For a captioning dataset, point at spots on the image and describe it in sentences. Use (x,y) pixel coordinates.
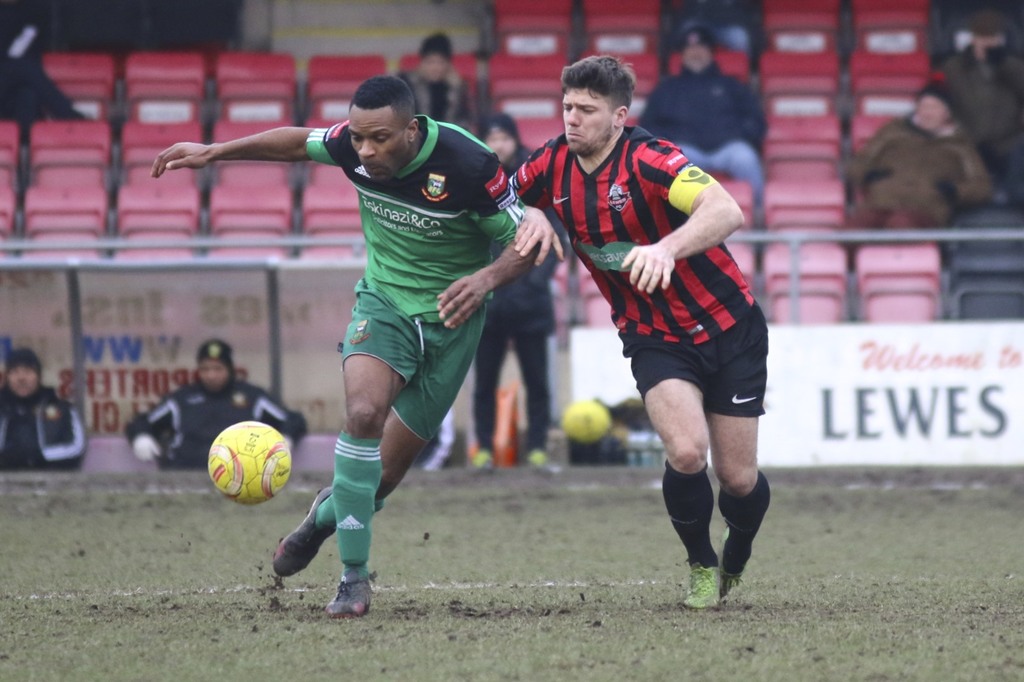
In this image I can see a person (645,244) wearing red and black colored dress (635,244) and another person (411,301) wearing green and black colored dress (411,266) are standing. I can see yellow colored ball (285,468) to the left side of the image (256,449). In the background (265,407) I can see few persons (226,413) sitting, few red colored chairs (170,182), the railing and the white colored banner (877,398).
